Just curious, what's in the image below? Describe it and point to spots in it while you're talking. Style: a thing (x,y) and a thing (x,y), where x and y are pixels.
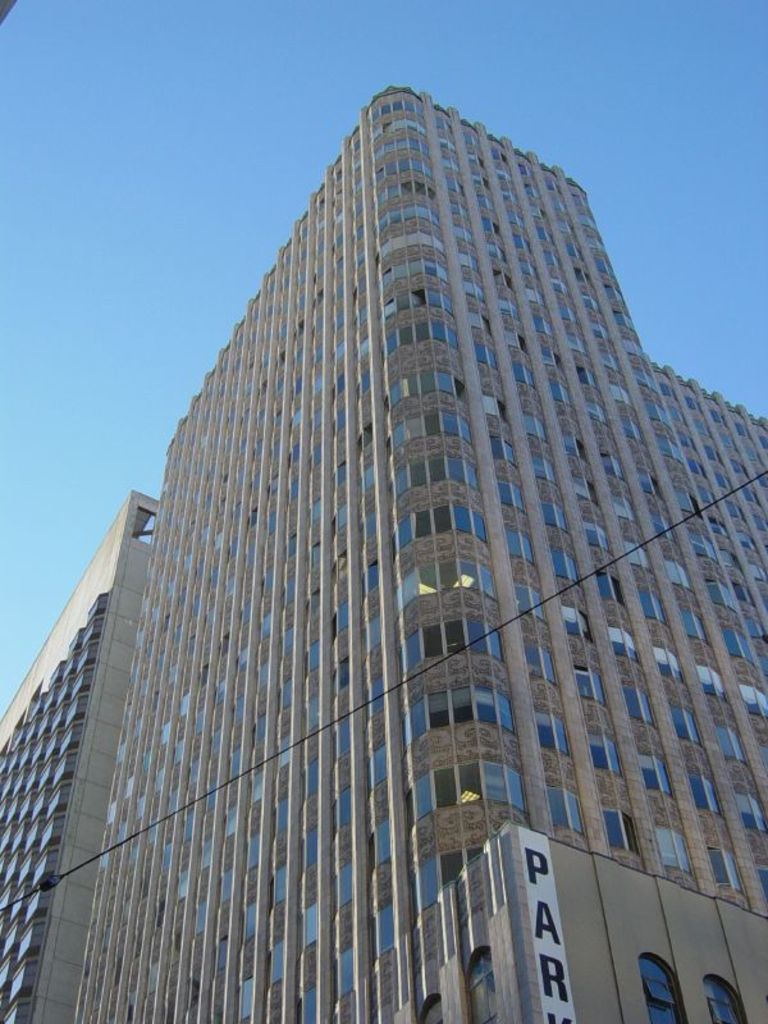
In the image we can see there are huge buildings (413,585) and there are windows (428,579) on the buildings (409,623). The sky (172,201) is clear.
